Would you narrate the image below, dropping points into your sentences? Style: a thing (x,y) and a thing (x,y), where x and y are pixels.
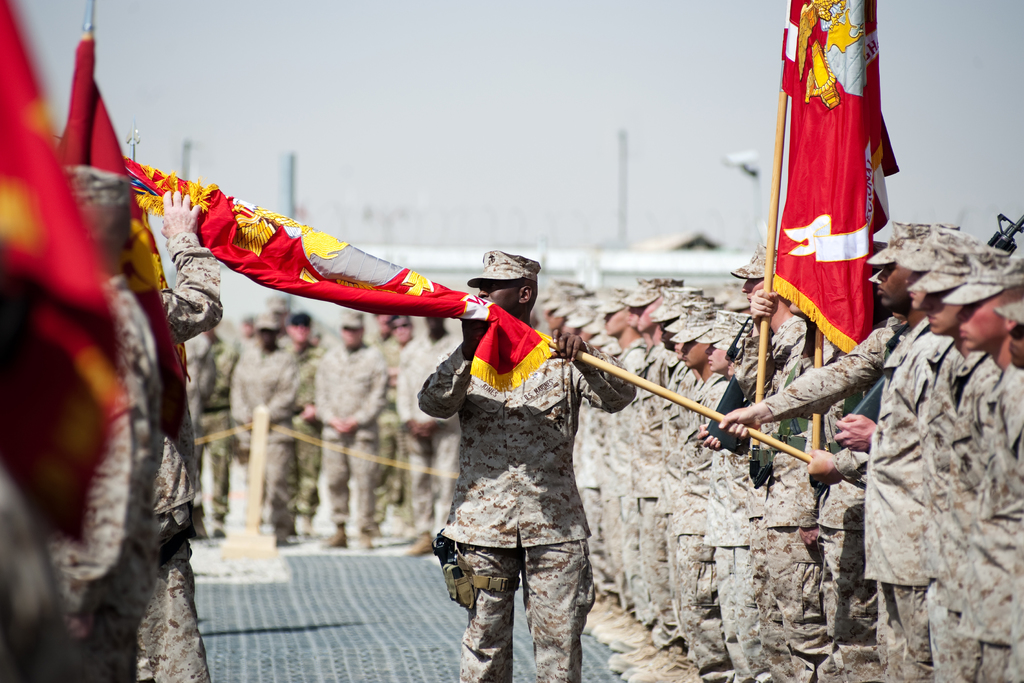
There are a lot of soldiers (707,387) standing in an order some of them are holding the flags (829,253) in their hand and in between the soldiers (614,354), a man (460,521) is standing and he is also holding a big flag (401,285) with his hand (465,349).
